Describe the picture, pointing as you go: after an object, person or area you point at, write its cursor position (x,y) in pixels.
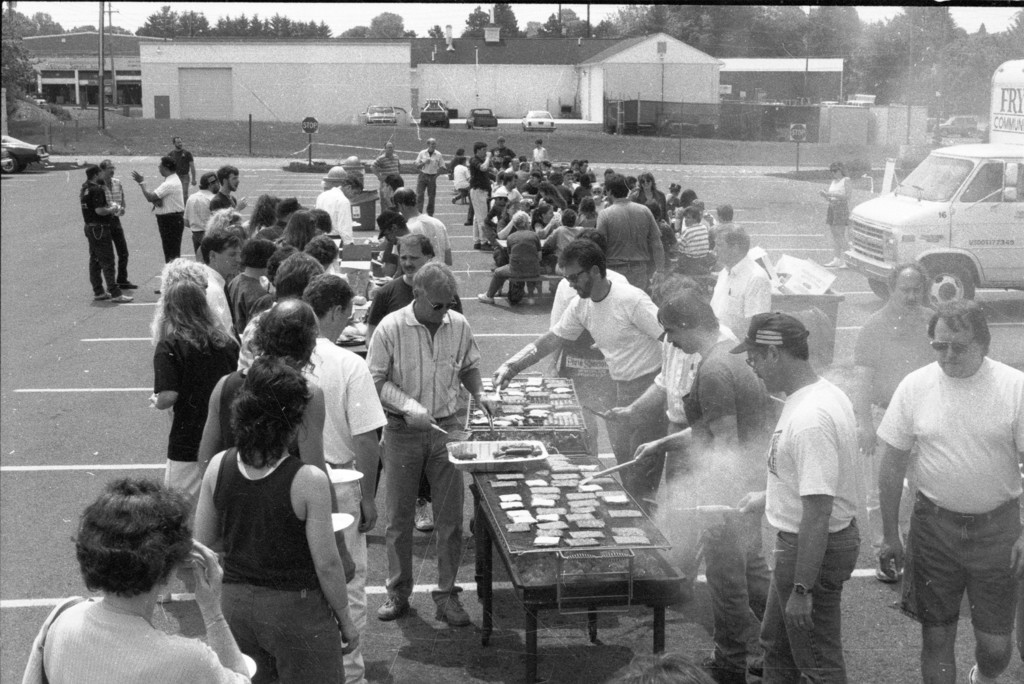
In this picture we can see a group of people (690,246) some are sitting and some are standing on road (550,322) and in front of them there is table (570,579) and on table (606,528) we can see tray (459,453), some cards (546,502) or food items (544,415) and in background (389,119) we can see cars (401,114), houses (353,74), shutter (193,100), pole (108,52), trees (536,29), sky (523,15), sign board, vehicles (888,207).
